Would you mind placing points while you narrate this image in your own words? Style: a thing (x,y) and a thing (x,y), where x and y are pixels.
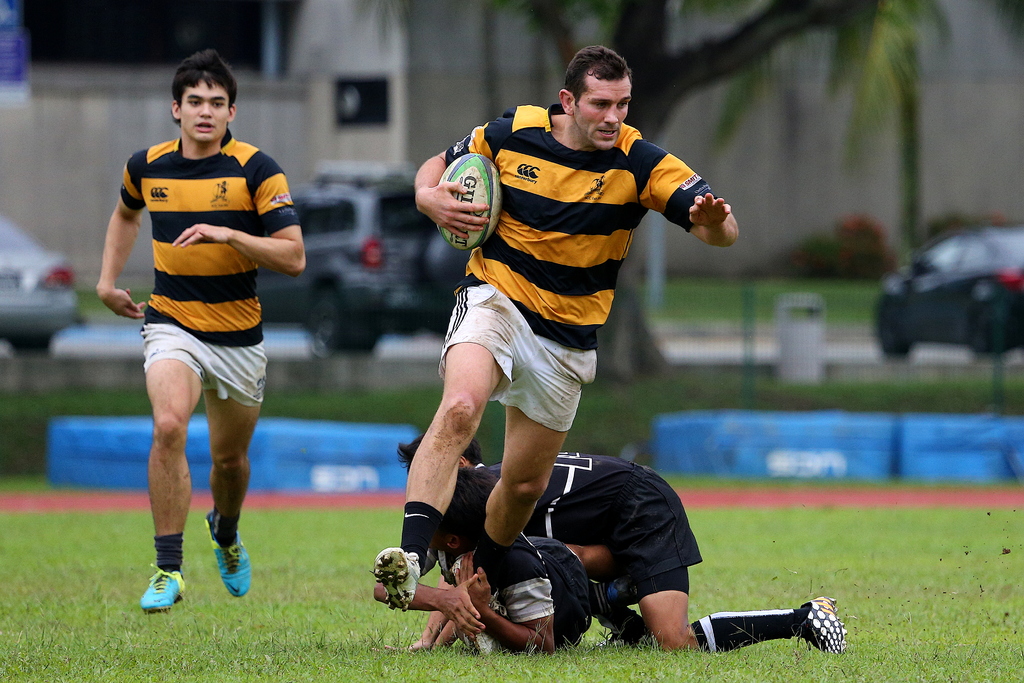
In this picture they are some rugby players (181,348) wearing yellow and black striped t-shirt (565,196) and running with the ball (487,162) on the grass lawn (332,626). Behind we can see the cars (327,313) are parked and a boundary wall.
